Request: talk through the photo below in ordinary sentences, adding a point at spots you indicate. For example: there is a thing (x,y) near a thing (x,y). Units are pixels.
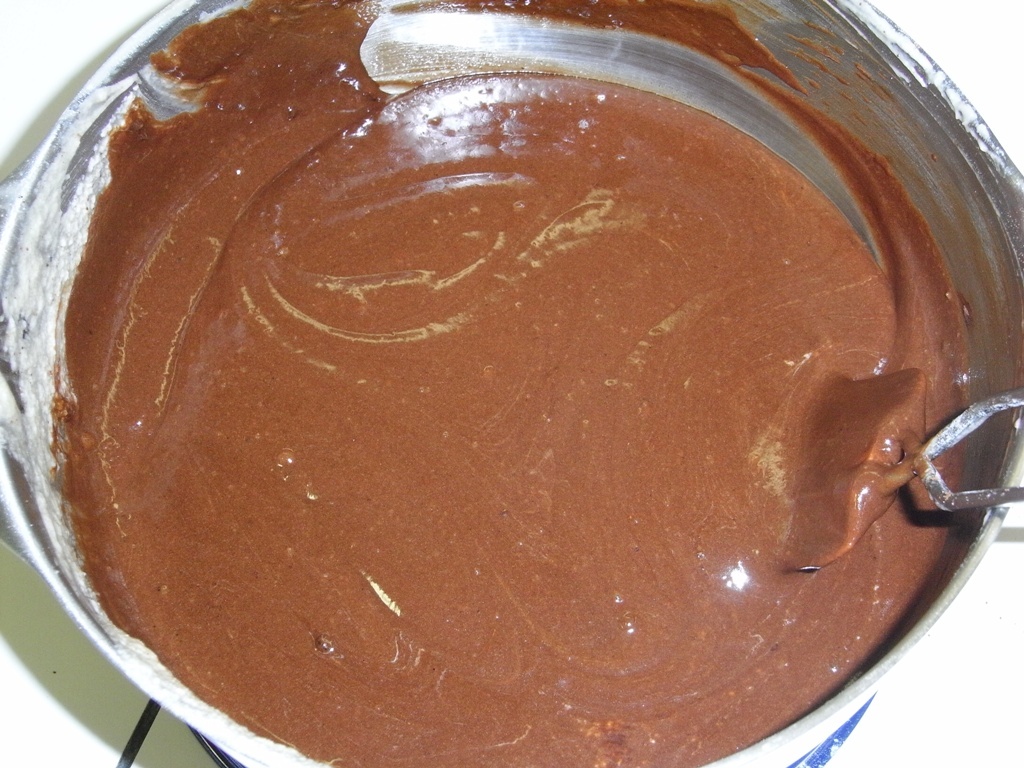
In this picture there is a batter (631,488) which is in brown color.
